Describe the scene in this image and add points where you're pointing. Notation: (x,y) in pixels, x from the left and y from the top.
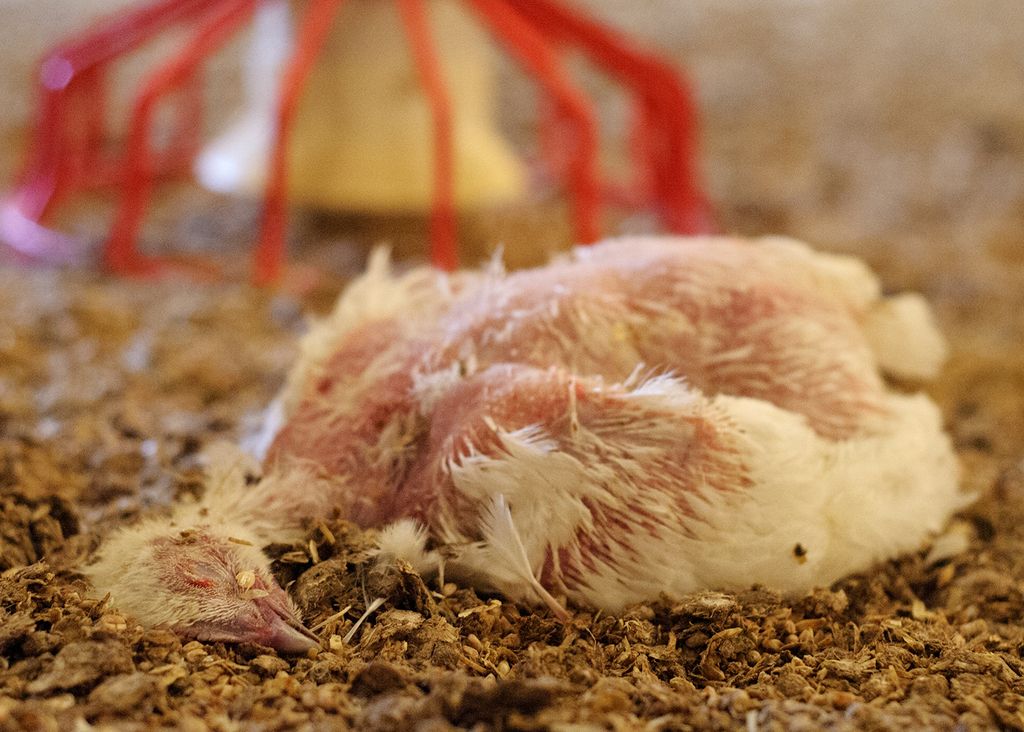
In this picture there is a bird (314,509) on the ground (367,593). In the background of the image (404,53) it is blurry and we can see an object (265,57).
